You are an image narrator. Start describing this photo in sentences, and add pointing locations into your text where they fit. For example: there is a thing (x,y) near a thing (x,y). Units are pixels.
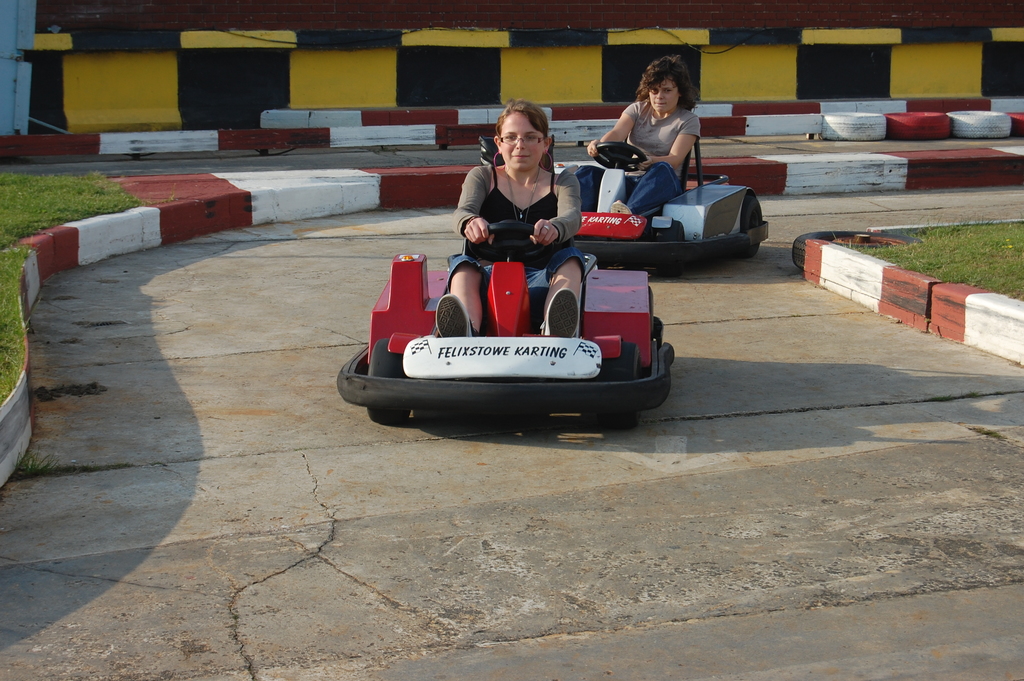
In this image there are two persons (476,220) sitting on the go kart cars (690,227), and in the background (17,197) there are tires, grass (62,196).
